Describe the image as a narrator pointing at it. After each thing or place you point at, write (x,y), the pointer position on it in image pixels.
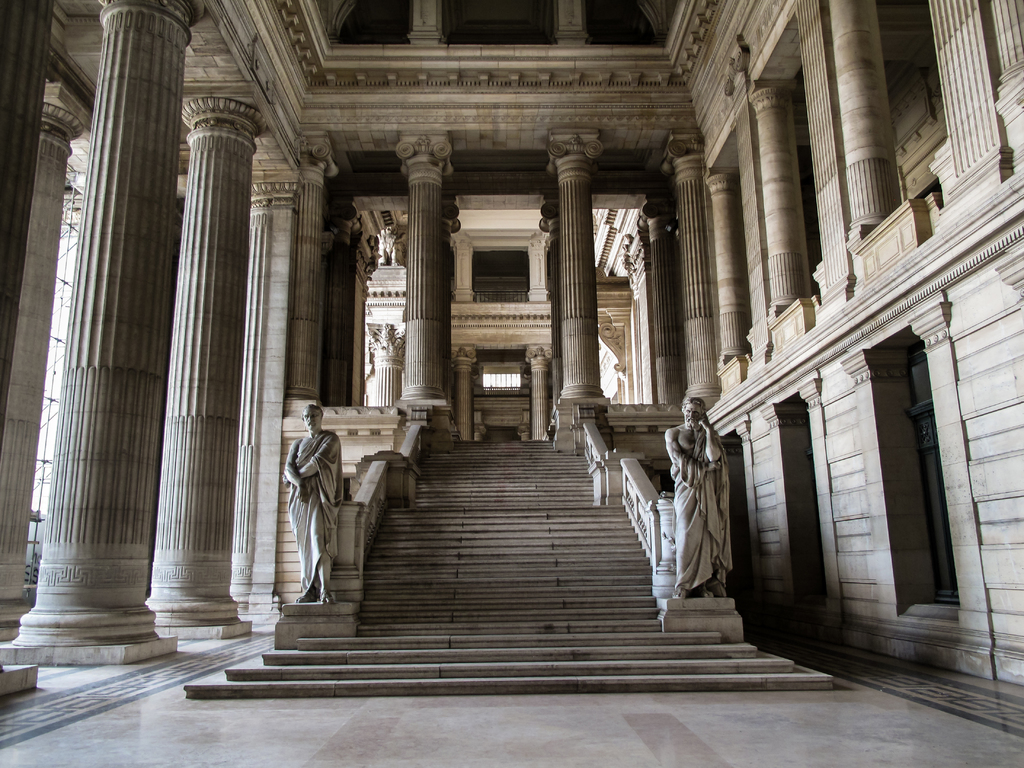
In the center of the image (507,502) there are stairs (454,615). Beside the stairs (451,463) there are statues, pillars (329,360) and there are some engravings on the walls (773,543). At the bottom of the image (696,716) there is a floor (696,749).
